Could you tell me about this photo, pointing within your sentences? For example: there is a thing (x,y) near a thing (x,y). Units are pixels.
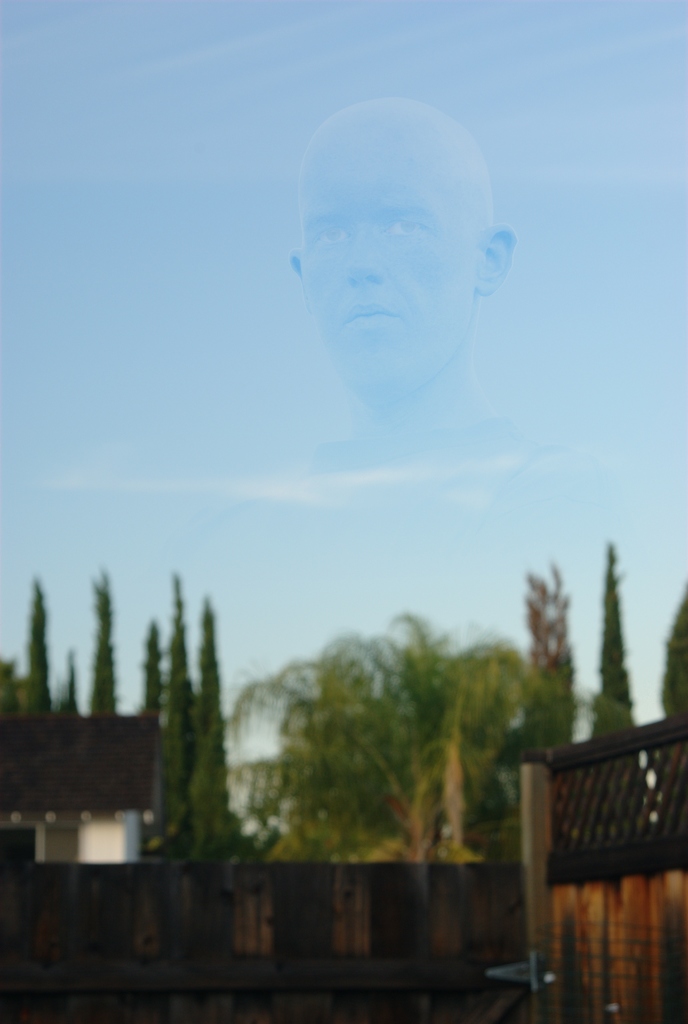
In this picture there are buildings (28,774) and trees (256,805). At the top (196,96) there is sky (153,395) and there are clouds (341,494). At the top (401,126) there is a picture (462,351) of a person (459,342) in the sky (453,500).
